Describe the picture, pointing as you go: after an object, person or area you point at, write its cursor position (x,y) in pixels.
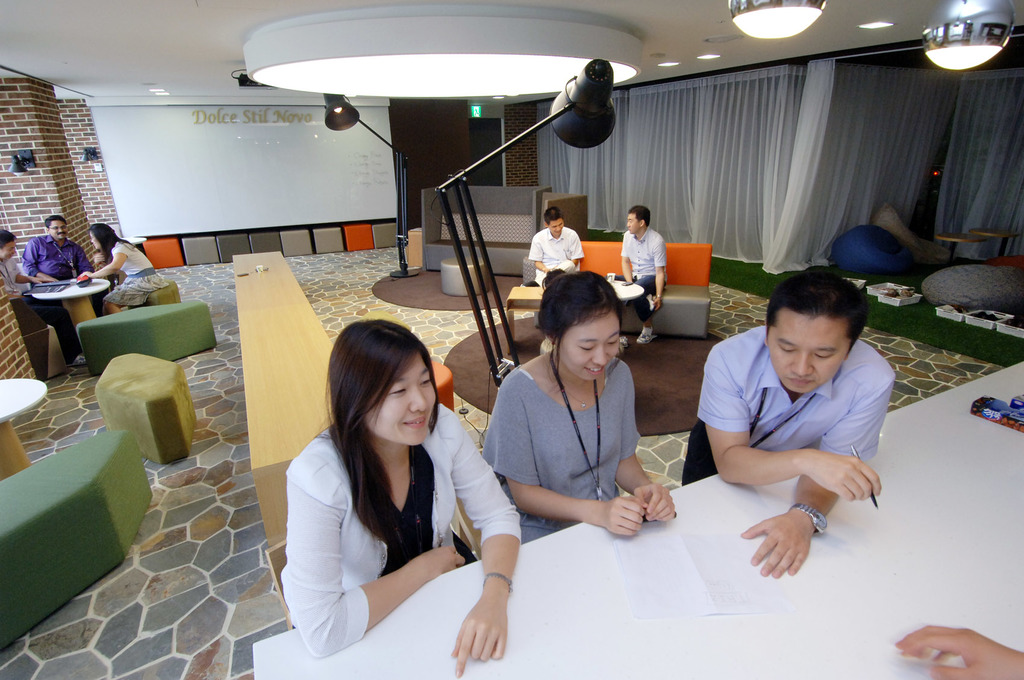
There are three persons (617,402). And in front of them there is a table (972,459). In the background (354,81) there are lights (582,121). Two persons (661,281) sitting on sofa (668,281). There are tables (8,403), sofas (679,290), benches (170,345). Also in the side there is brick wall (62,171). On the right side (799,167) there are white curtains (779,156). In the background (178,159) there is a whiteboard (237,149).
